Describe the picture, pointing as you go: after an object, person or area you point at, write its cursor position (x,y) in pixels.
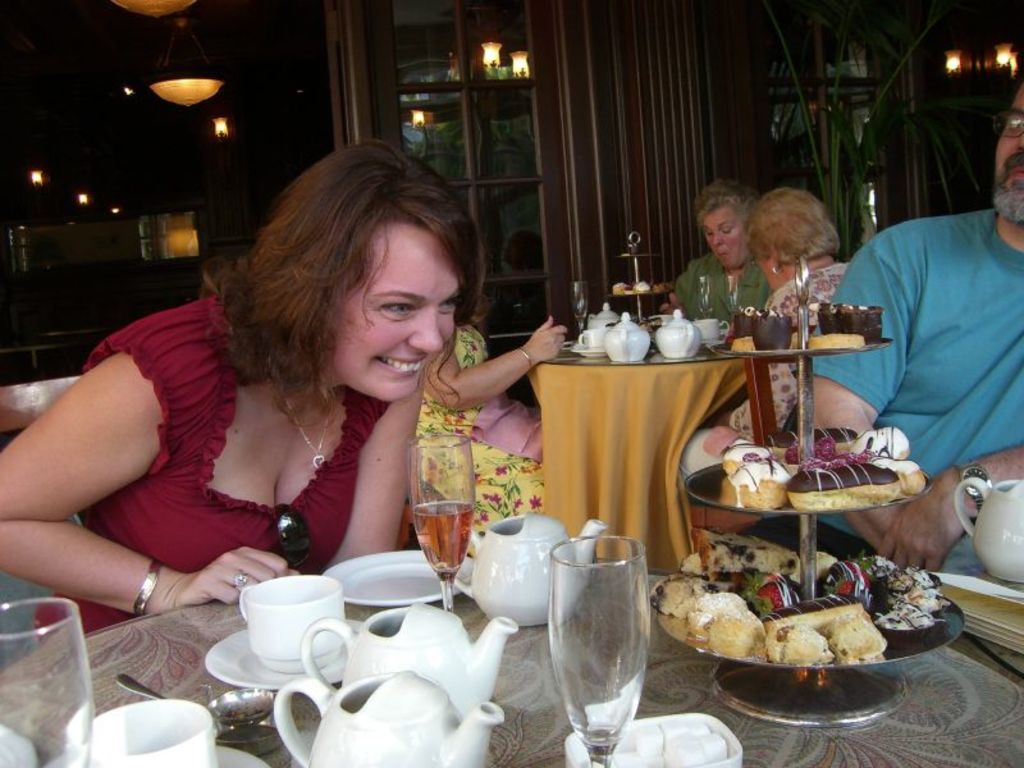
In this image I can see the group of people (474,388) with different color dresses (183,534). These people (445,398) are sitting in-front of the tables (159,640). On the tables (573,358) I can see the teapots (410,664), cups (260,618), saucers (238,642), many glasses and also I can see the food (662,582). In the background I can see the lights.
